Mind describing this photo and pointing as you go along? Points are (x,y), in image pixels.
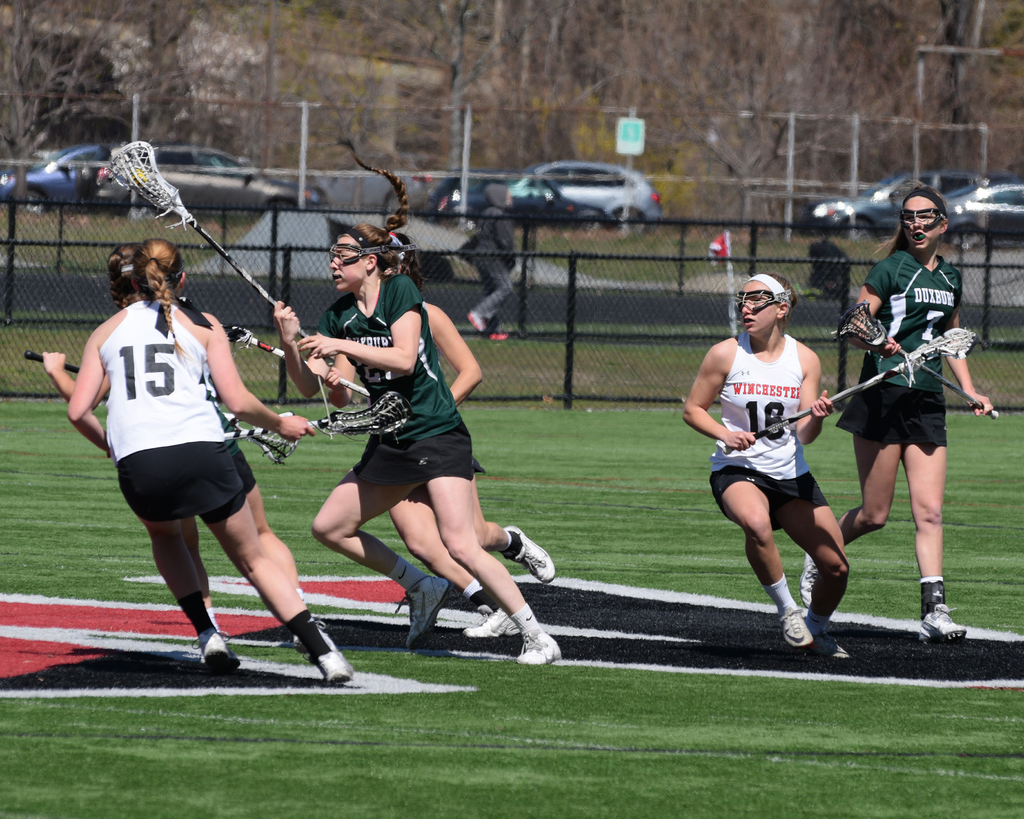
In this picture I can observe some women (705,388) playing lacrosse in the ground (609,530). I can observe white and green color jerseys (153,380). In the background (450,237) I can observe black color fence (576,363), cars (242,163) and some trees (497,83).
